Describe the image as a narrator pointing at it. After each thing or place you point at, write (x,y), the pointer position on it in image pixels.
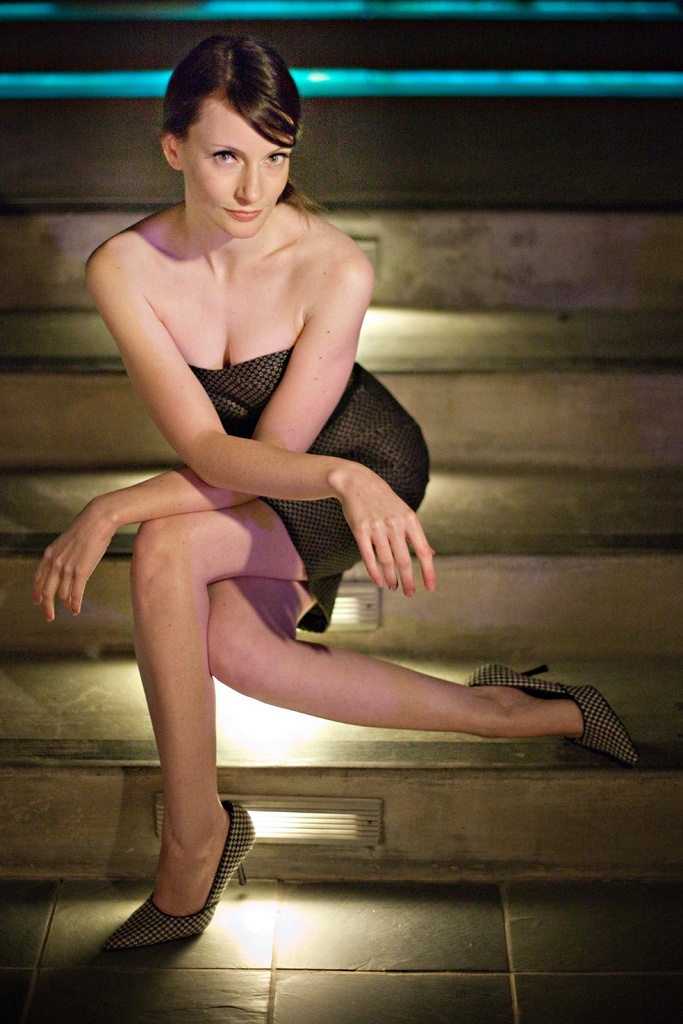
In the image there is a lady (247,269) sitting on the steps (371,629) and she wore heels (483,677). On the steps (566,660) there are lights (328,833).
